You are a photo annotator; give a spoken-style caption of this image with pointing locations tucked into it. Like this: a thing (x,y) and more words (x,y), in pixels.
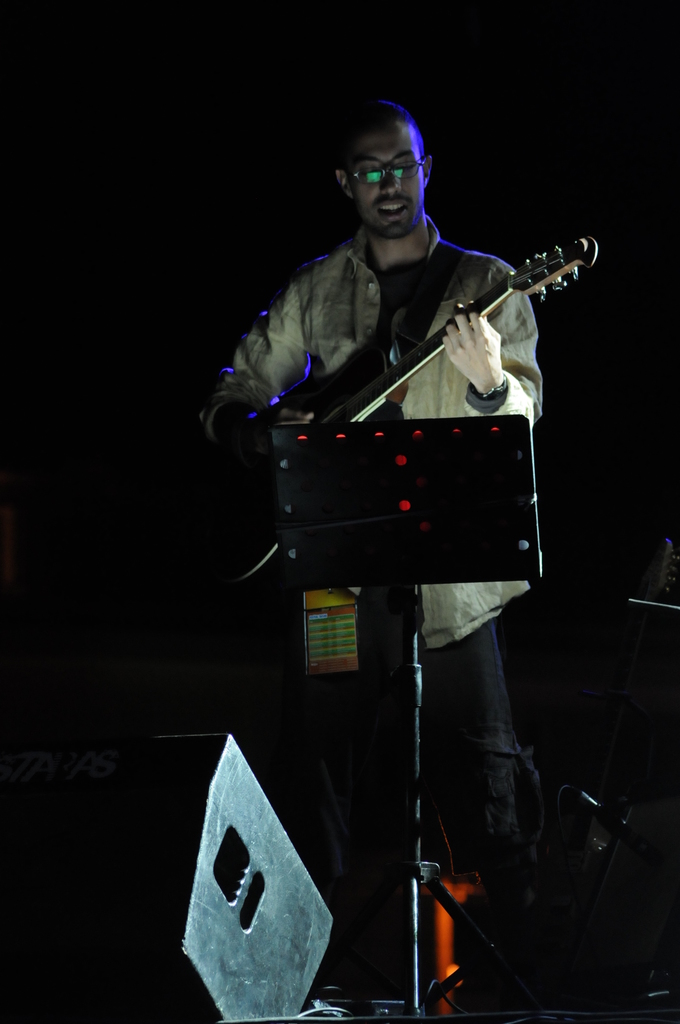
Background (205,19) is dark. Here we can see one man (386,188), wearing spectacles (411,176) standing in front of a podium (434,534) and playing guitar (383,413). This is a device (242,877).
